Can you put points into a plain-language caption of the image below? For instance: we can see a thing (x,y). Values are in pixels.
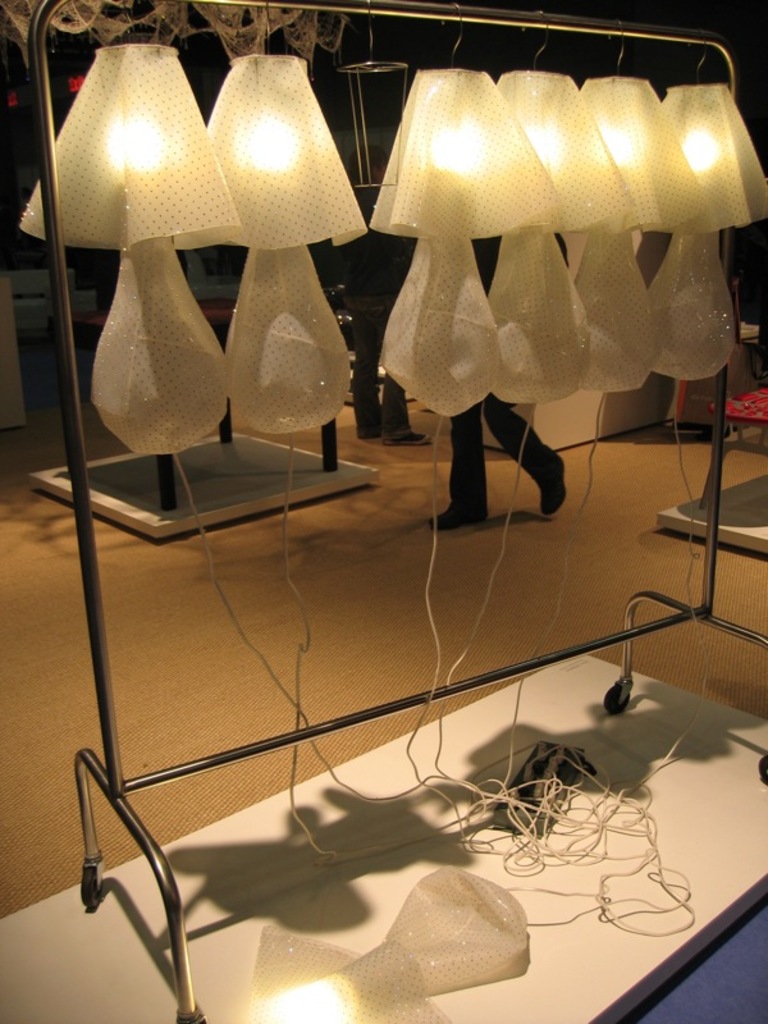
In this picture we can see a switchboard (525,824), wires (477,786) and an object (396,973) on a white surface (336,868). There are a few lights (521,121) on the stand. We can see two people (366,398) and other objects (539,408) in the background (467,428).
